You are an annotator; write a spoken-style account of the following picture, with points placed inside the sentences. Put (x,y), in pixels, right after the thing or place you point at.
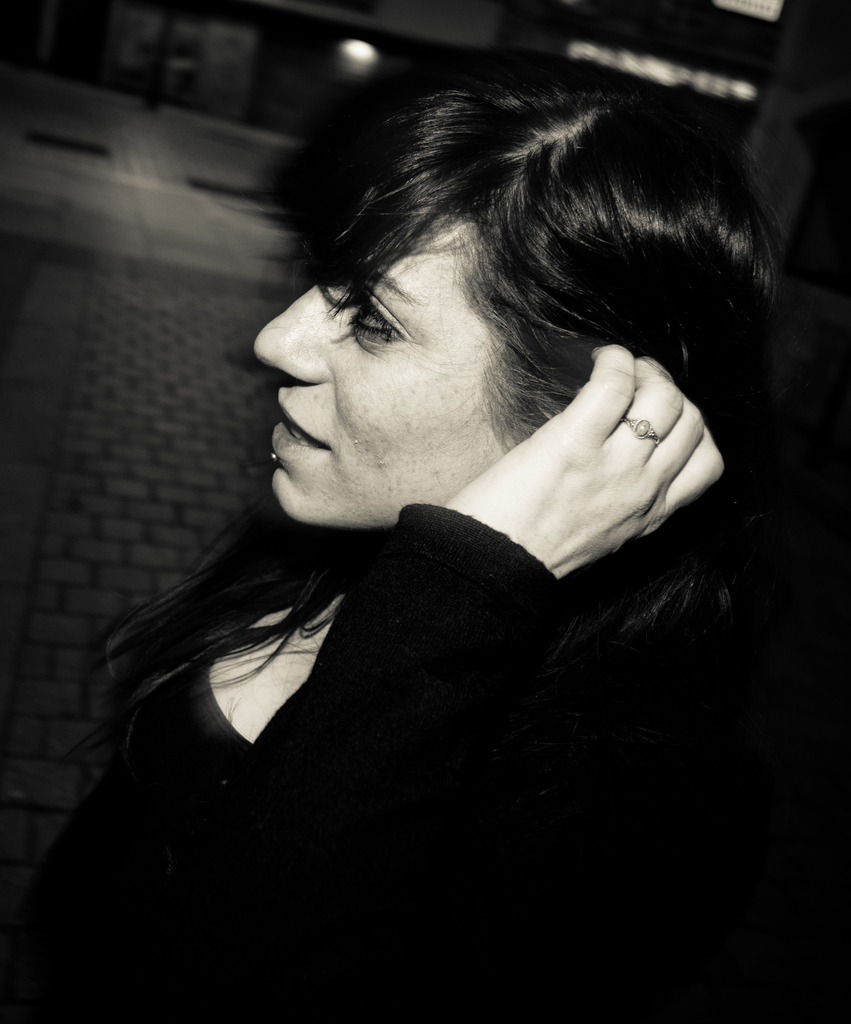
This image is taken indoors. This image is a black and white image. In the background (164,438) there is a floor (193,372). There is a wall (245,61) and there are a few lights (664,71). In the middle of the image (449,571) there is a woman (395,695).
